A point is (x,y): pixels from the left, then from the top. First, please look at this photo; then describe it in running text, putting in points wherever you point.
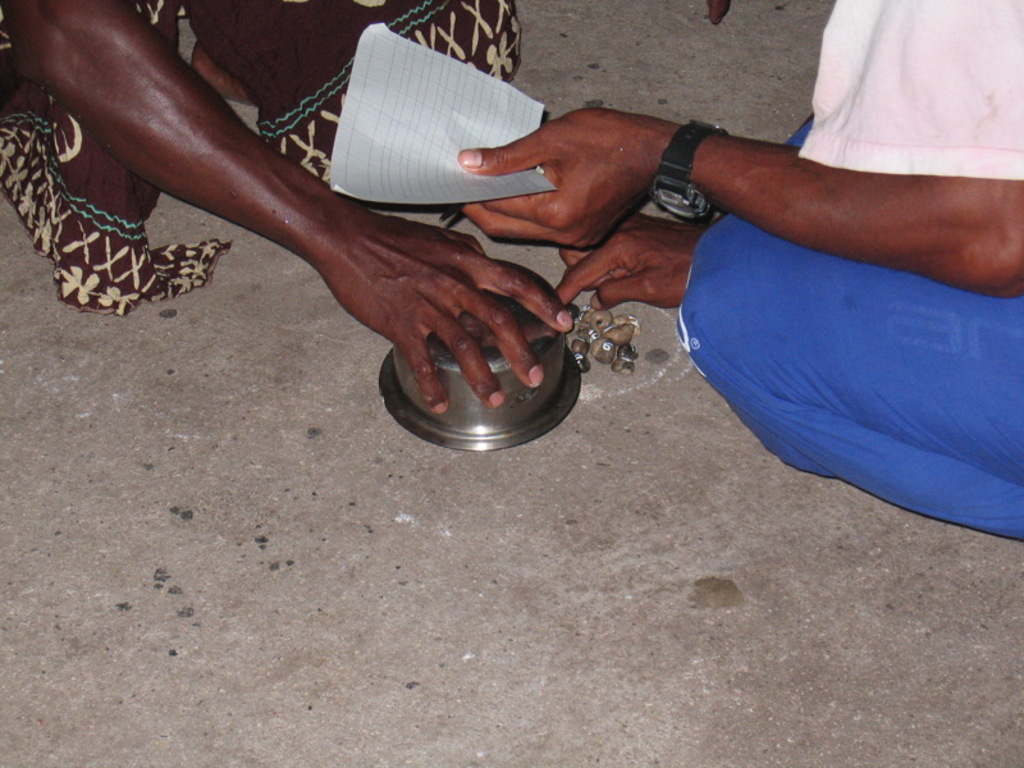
In this image I can see two persons (557,193) and the person (670,266) at right (939,349) is wearing white and blue color dress (955,79) and I can see the bowl (524,390) and I can also see the paper (424,149) in white color.
